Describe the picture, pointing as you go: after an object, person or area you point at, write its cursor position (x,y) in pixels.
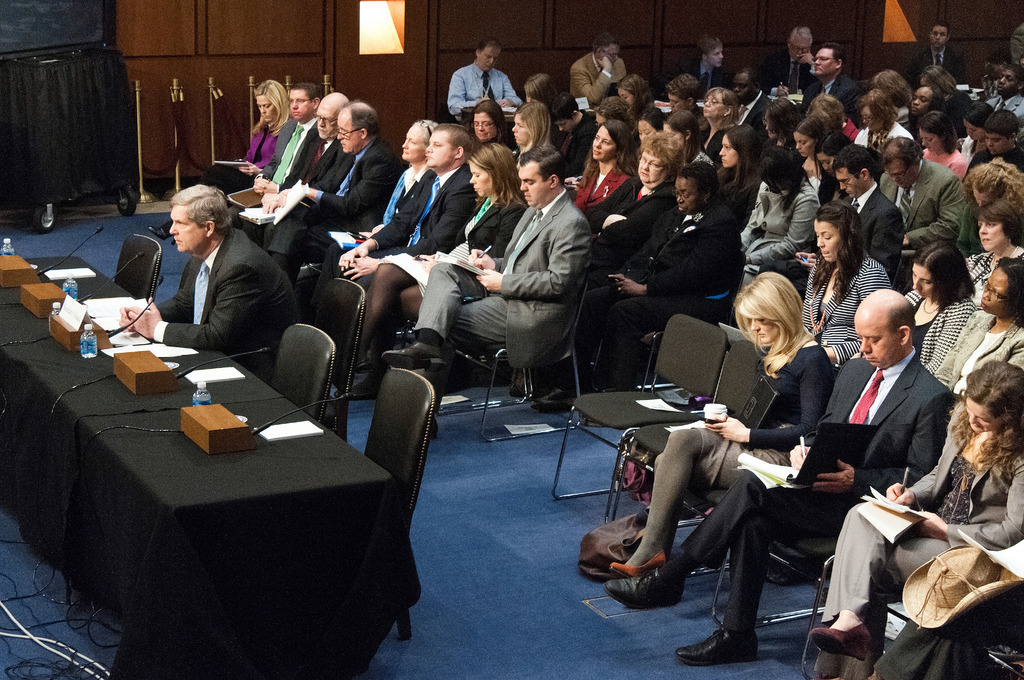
In this image many persons (317,277) are sitting on the chair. A person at the left side (121,311) is sitting on chair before a table (113,357) having papers (107,308), microphone (110,328) and bottles (59,304) on it. Person (864,334) at the right side (878,325) is sitting is wearing suit (717,529), tie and shoes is writing on a book (808,471) with a pen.
